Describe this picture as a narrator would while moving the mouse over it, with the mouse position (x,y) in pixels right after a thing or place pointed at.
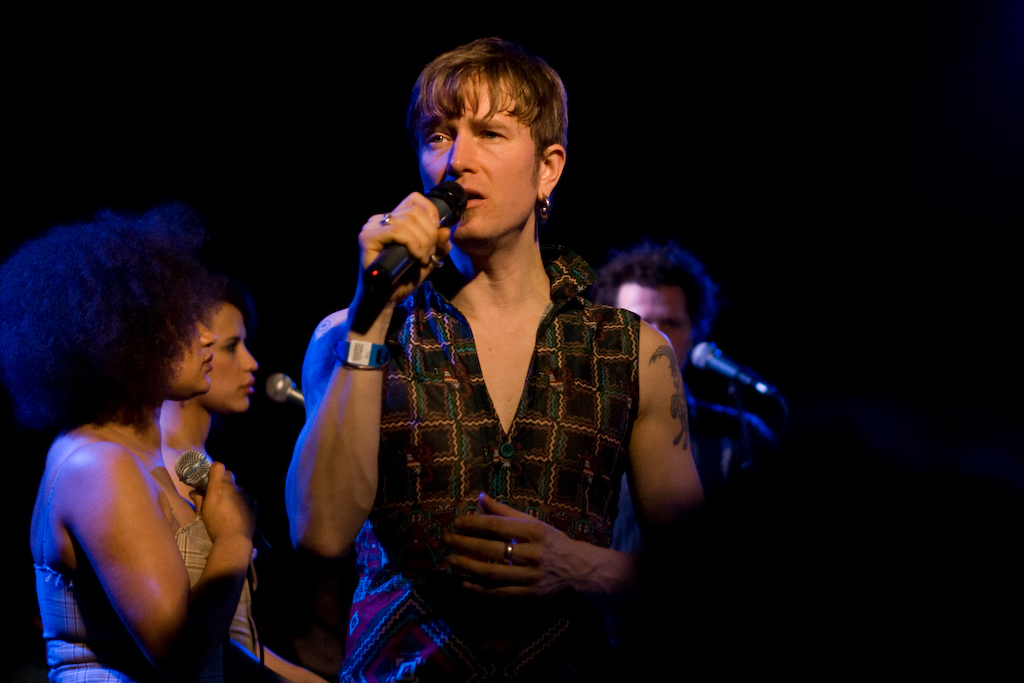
Four persons (322,433) are standing. These two persons (317,412) holding microphones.
